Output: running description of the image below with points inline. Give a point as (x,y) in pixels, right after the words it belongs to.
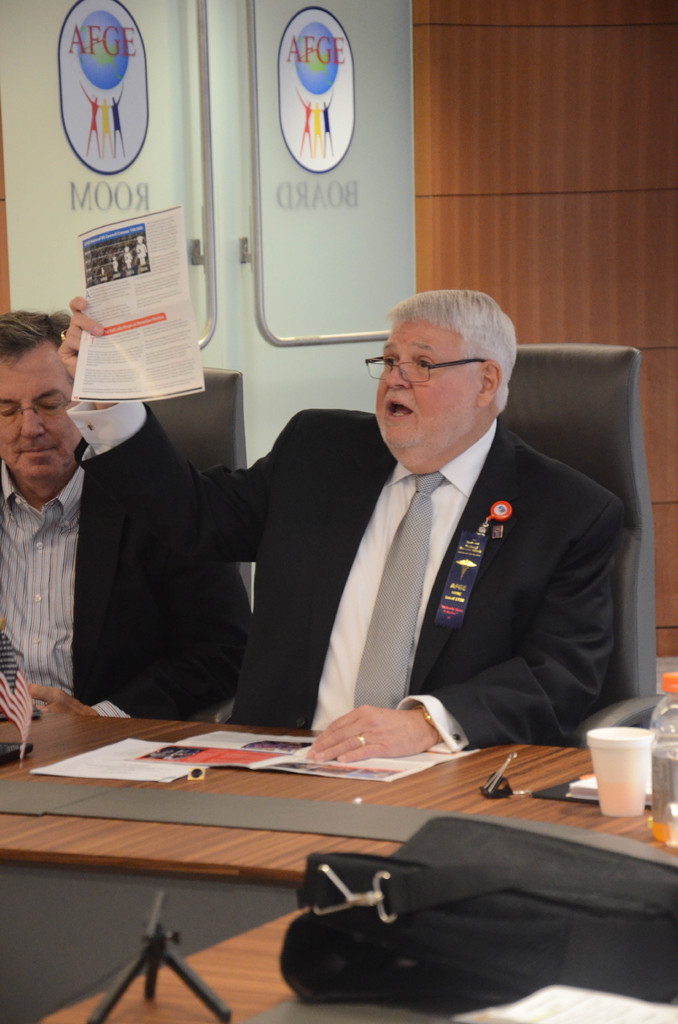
In this image on the middle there is a table (392,809) on that there is a bottle (662,749), cup (626,812), keys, flag (15,701) and paper (193,766). In front of the table (172,794) there are two man (224,575) sitting on the chairs (526,431). On the right (492,514) there is a man (519,549) he wear suit (485,596), white shirt (449,539) and tie (395,669) he is speaking something.
